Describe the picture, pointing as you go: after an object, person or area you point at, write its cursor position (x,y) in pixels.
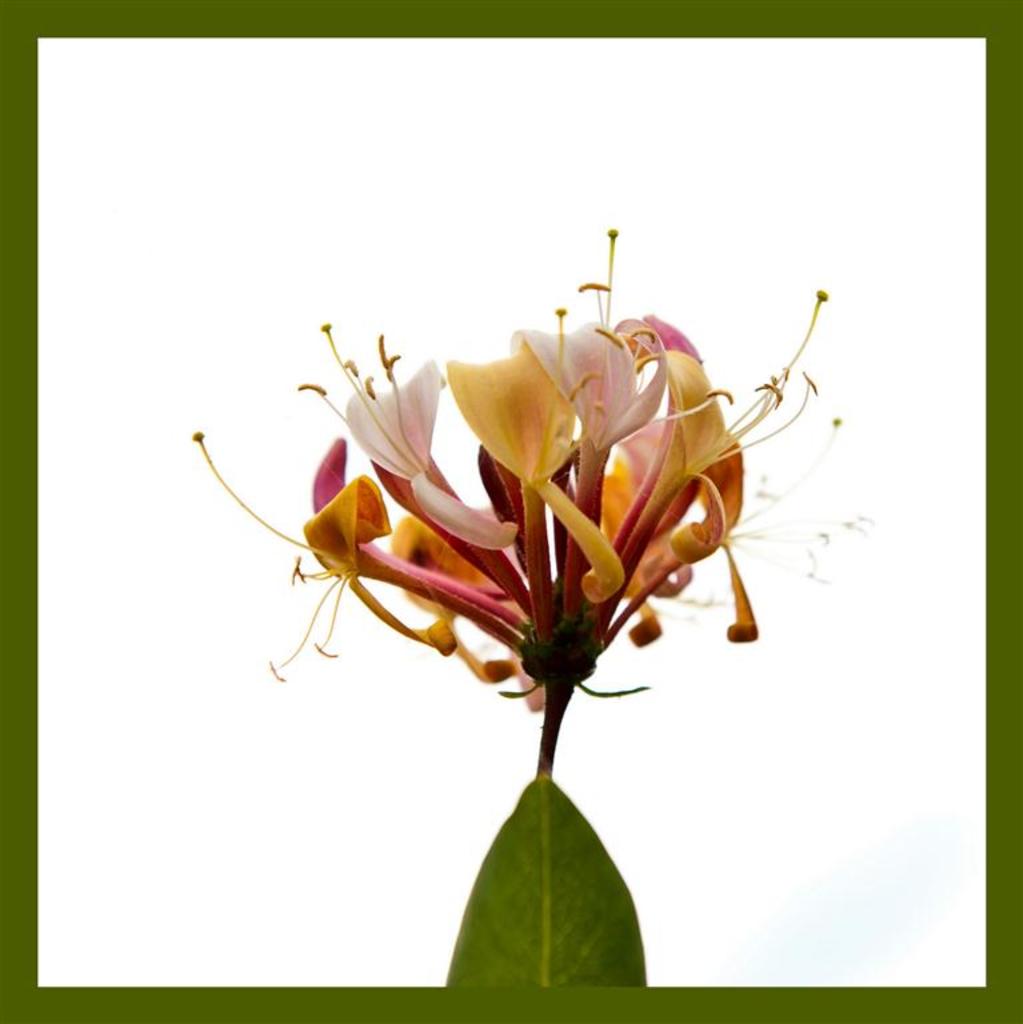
In this image in the front (484,662) there is a flower (563,511) and there is a leaf (535,881).
